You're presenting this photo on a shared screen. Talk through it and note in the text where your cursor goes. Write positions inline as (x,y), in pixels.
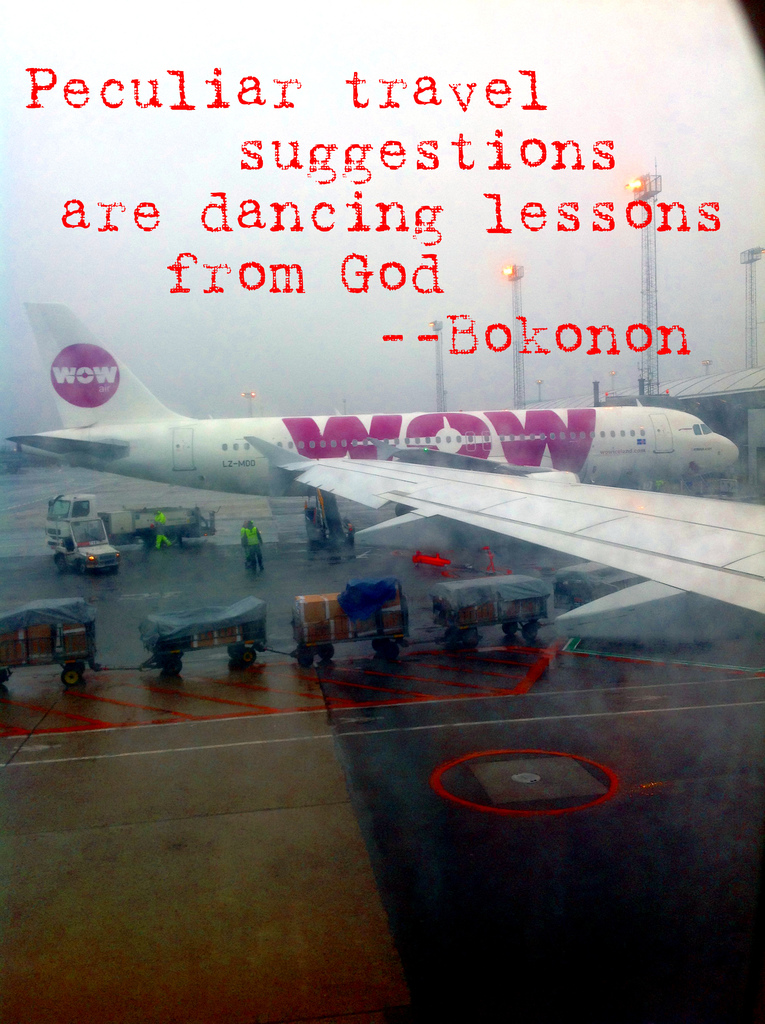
There is an airplane (277,473) and around the airplane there are few trucks (145,518) and goods carriers (86,645) and it is an edited image there is some quotation (367,251) written above the airplane (477,426).
